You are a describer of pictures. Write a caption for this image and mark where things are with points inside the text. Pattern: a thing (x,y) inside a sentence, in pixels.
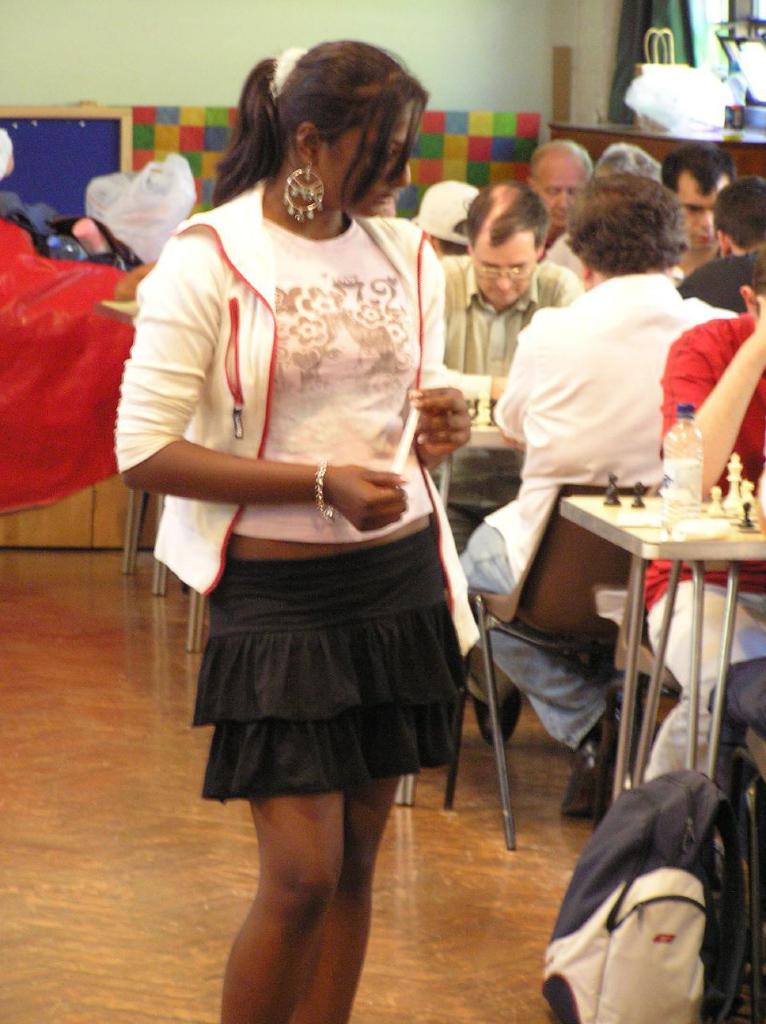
In this image we can see a girl (368,166) standing on the left (193,282) and she is holding an object (403,445) in her hands (387,501). On the right side (522,530) there are few persons (442,223) sitting on the chairs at the tables (615,531) and on the tables (619,530) we can see chess boards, coins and a bottle (677,506), bag (667,1023) on the floor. In the background (117,219) there are objects (152,247) on the tables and platforms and we can see curtain (643,58), wall (24,56) and other objects (737,7).
